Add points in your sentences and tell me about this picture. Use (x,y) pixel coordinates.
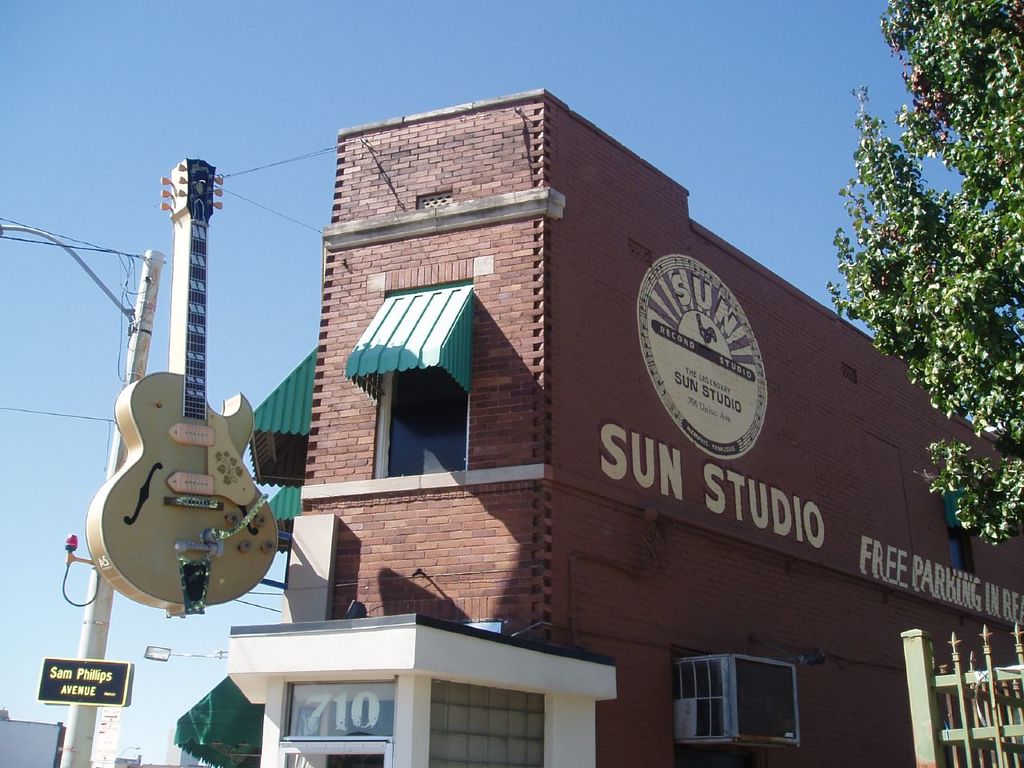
In the center of the image (367,296) there is a building (804,424) with a depiction (196,212) of a guitar (196,212) on it. At the top of the image (246,96) there is sky (494,83). To the right side of the image (894,157) there is a tree (951,24). There is a fencing (955,740). To the left side of the image (71,721) there is a pole (88,727).
